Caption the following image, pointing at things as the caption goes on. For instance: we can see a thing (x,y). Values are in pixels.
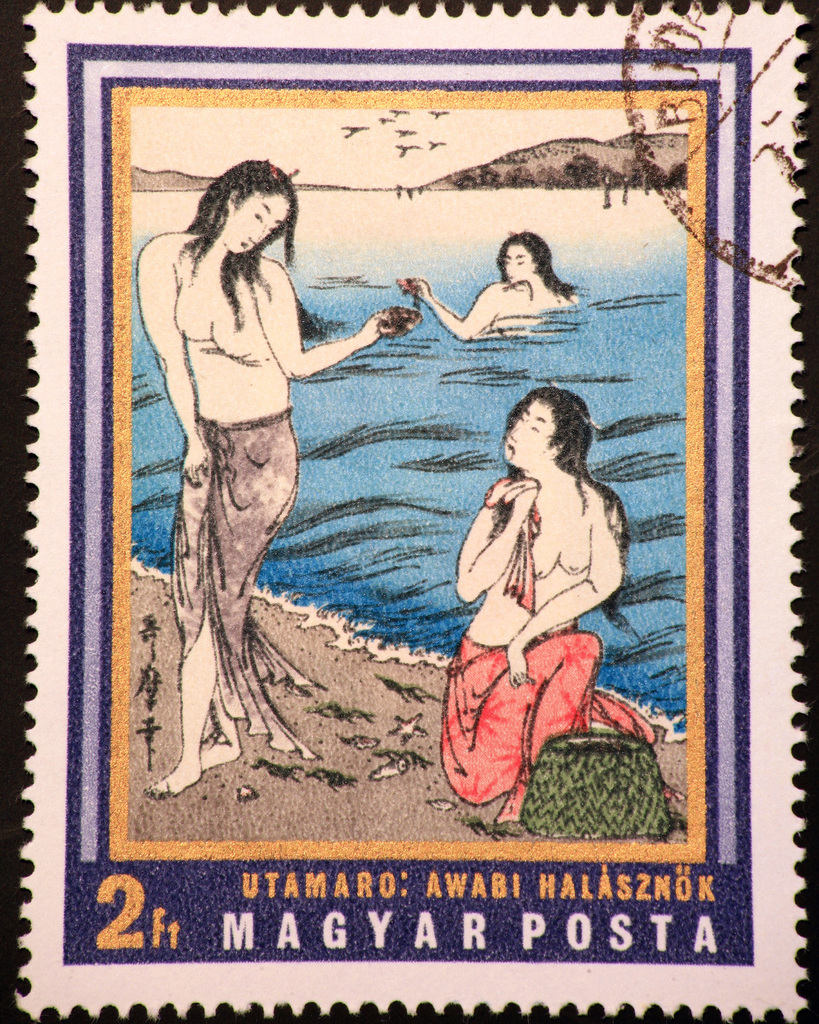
This is a postage stamp (435,996). 2 women (263,701) are present. Behind them a woman (495,325) is present in the water (561,191). At the back (585,178) there are mountains (484,171) and birds (401,131) are flying in the sky (386,140).
